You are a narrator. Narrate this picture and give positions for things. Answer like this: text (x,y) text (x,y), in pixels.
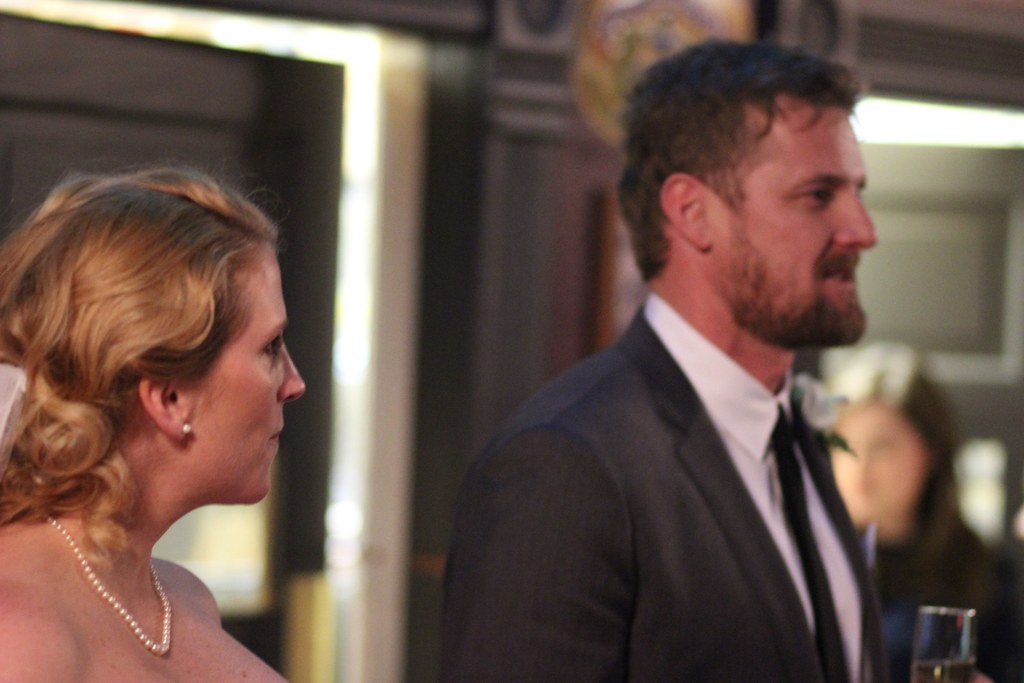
In this image there is a man (754,632) holding a glass (958,666) in his hand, beside the man (563,570) there is a woman (109,473) standing, in the background (409,434) it is blurred.
